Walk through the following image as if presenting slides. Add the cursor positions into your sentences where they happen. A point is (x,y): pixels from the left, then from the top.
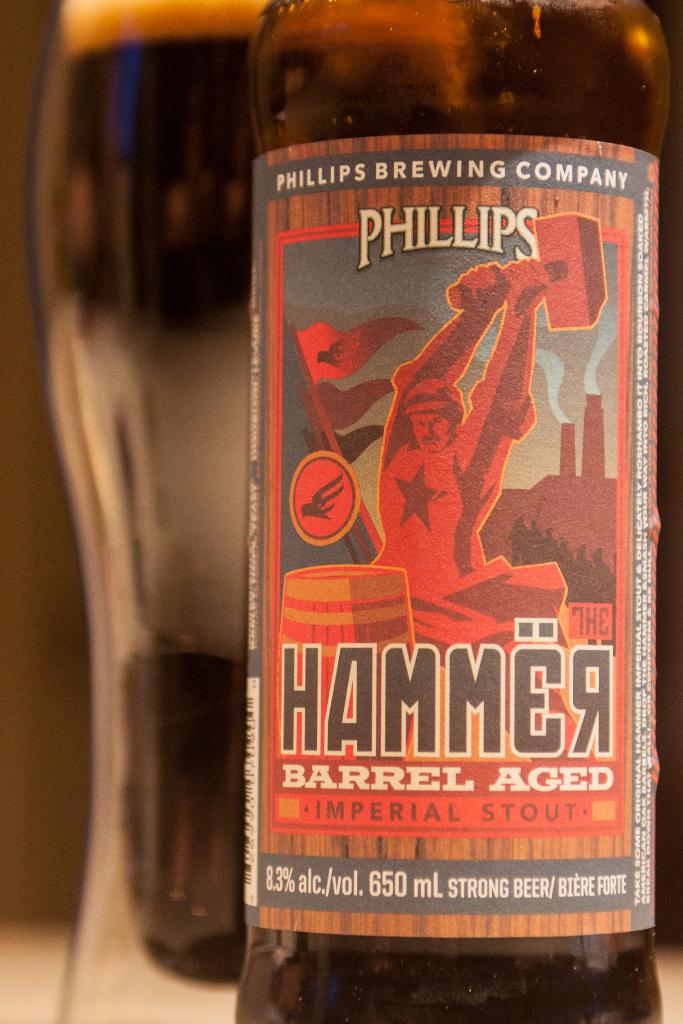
In this picture we can see a bottle (505,175) and we can find a sticker (446,314) on the bottle (431,121).
